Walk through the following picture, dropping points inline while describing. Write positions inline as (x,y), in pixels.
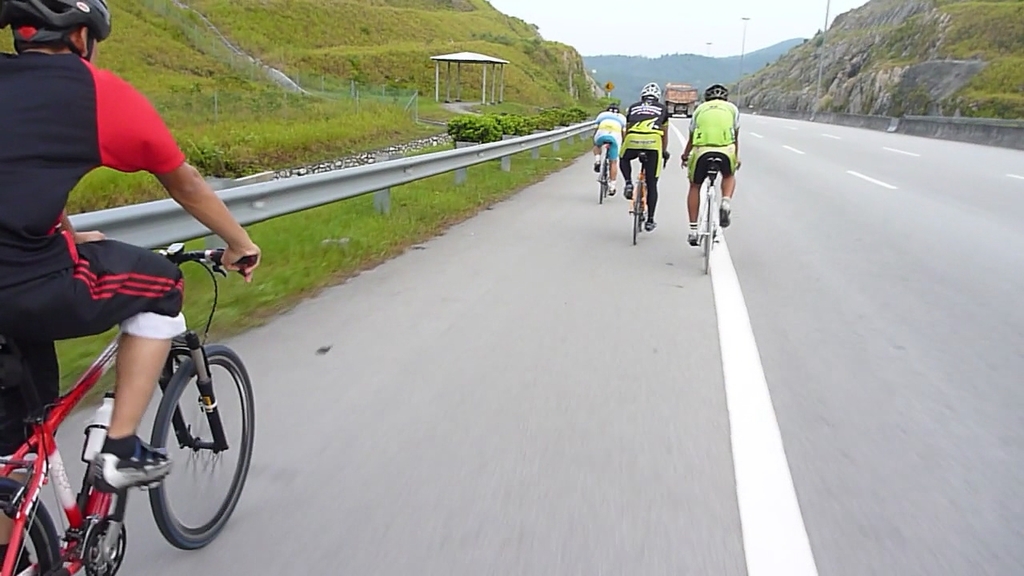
In this picture we can see few people (733,155), they are riding bicycles (702,219) on the road (593,341), and they wore helmets (719,90), in front of them we can see a truck (685,99) on the road (788,150), beside to them we can see fence (476,160), plants (498,125) and poles (821,65).
